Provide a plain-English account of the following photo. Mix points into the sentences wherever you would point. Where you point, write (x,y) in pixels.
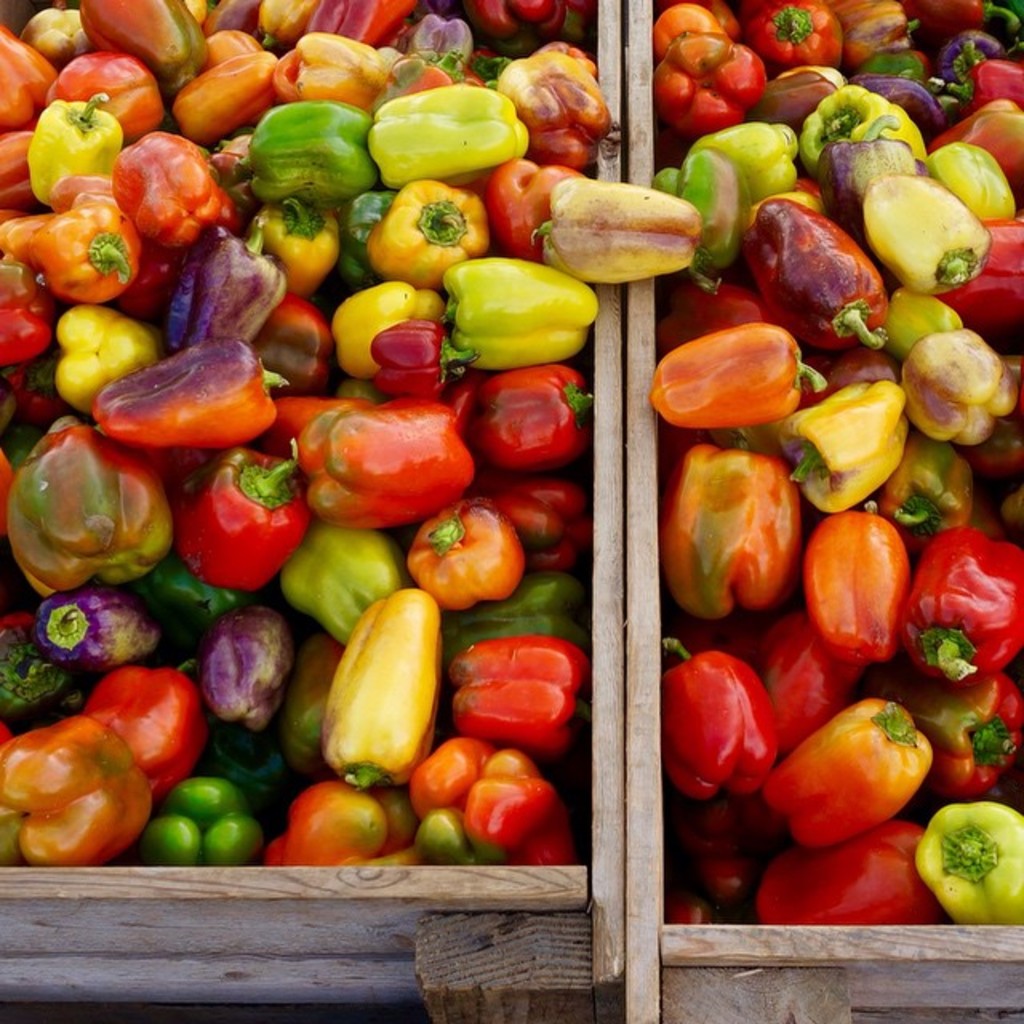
This image consists of capsicum (449,353) which are in green and red color are kept in the wooden boxes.
